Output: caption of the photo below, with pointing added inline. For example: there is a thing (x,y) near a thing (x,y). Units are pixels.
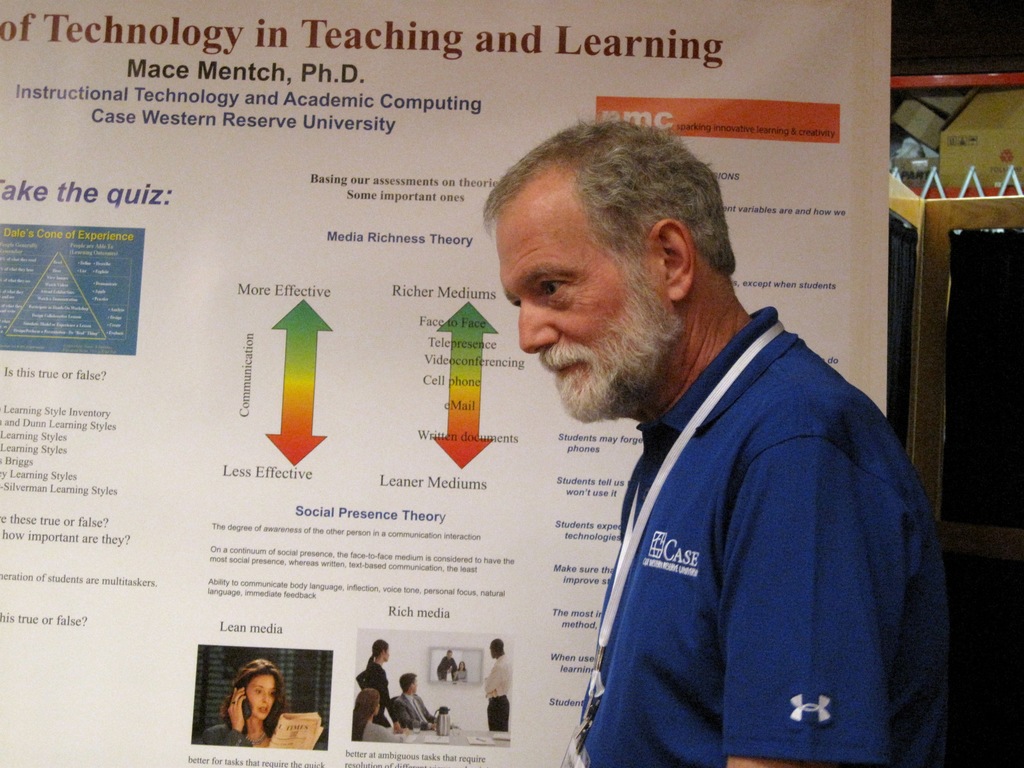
In this picture there is a man (697,644) who is wearing t-shirt (715,518), besides him I can see the banner (206,459). At the bottom of the banner (363,667) I can see the two frames (315,708). In that frames (306,705) I can see the woman (281,687) who is holding a phone (246,715) and on the other frame (421,702) I can see the persons (385,728) sitting on the chair (403,721) near to the table (458,739) and they are looking on the television screen (475,669). At the top (223,102) I can see the institute name (244,100). In the back (932,115) I can see some carton box (971,158) on the rack (916,189).
